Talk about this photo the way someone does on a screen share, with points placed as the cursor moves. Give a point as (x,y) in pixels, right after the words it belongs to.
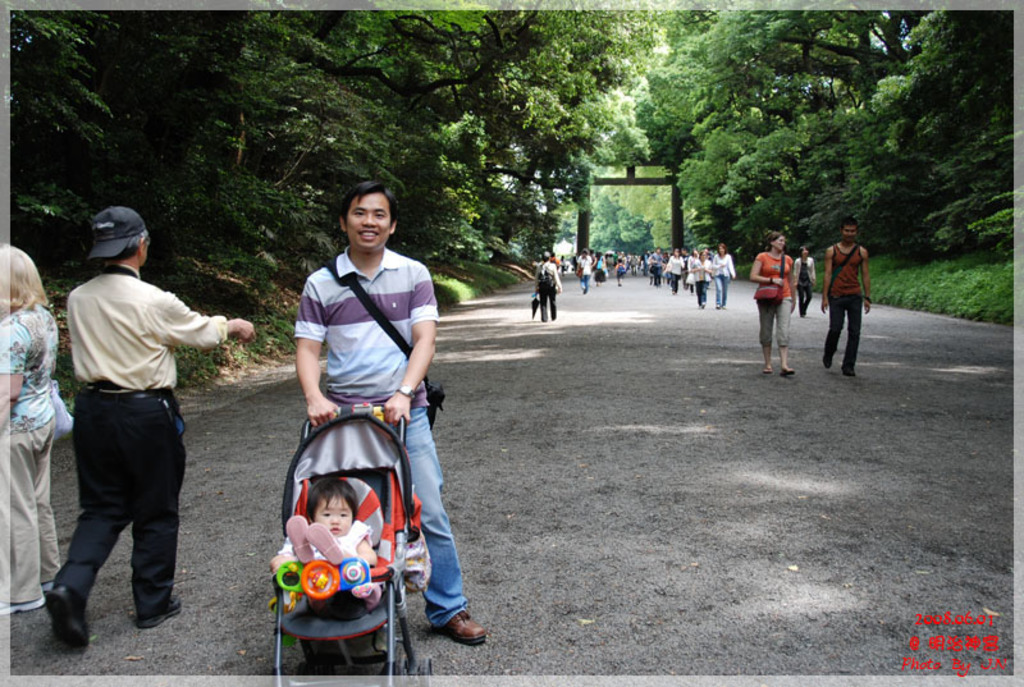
In front of the image there is a baby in the baby trolley (299,613). Behind the trolley (338,612) there is a person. Beside him there are two people (20,495) standing. Behind him there are a few other people (540,278) walking on the road (711,443). In the background of the image (898,87) there are trees (773,169) and pillars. There is some text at the bottom of the image (961,662).
